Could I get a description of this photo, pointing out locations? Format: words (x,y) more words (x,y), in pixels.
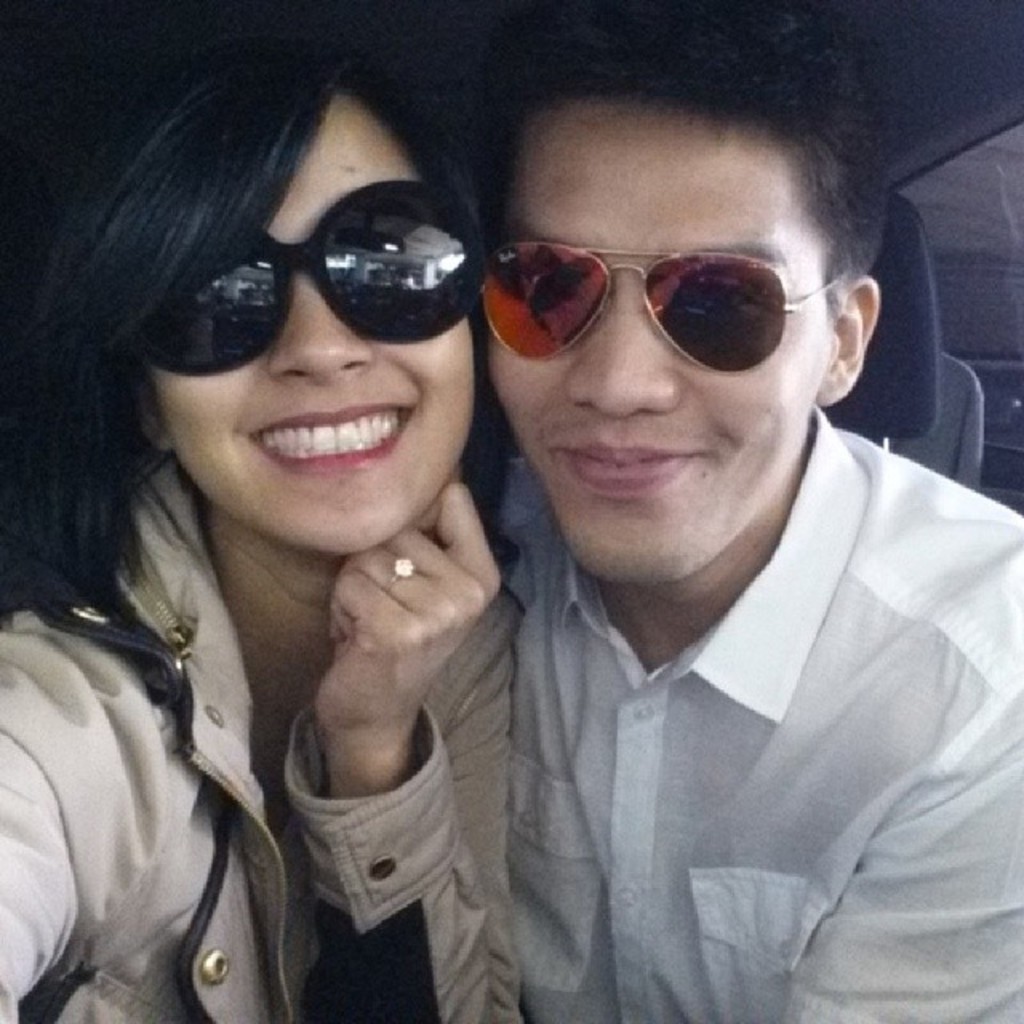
There are two people (414,400) wore glasses (787,300) and smiling. In the background (162,65) it is dark.
